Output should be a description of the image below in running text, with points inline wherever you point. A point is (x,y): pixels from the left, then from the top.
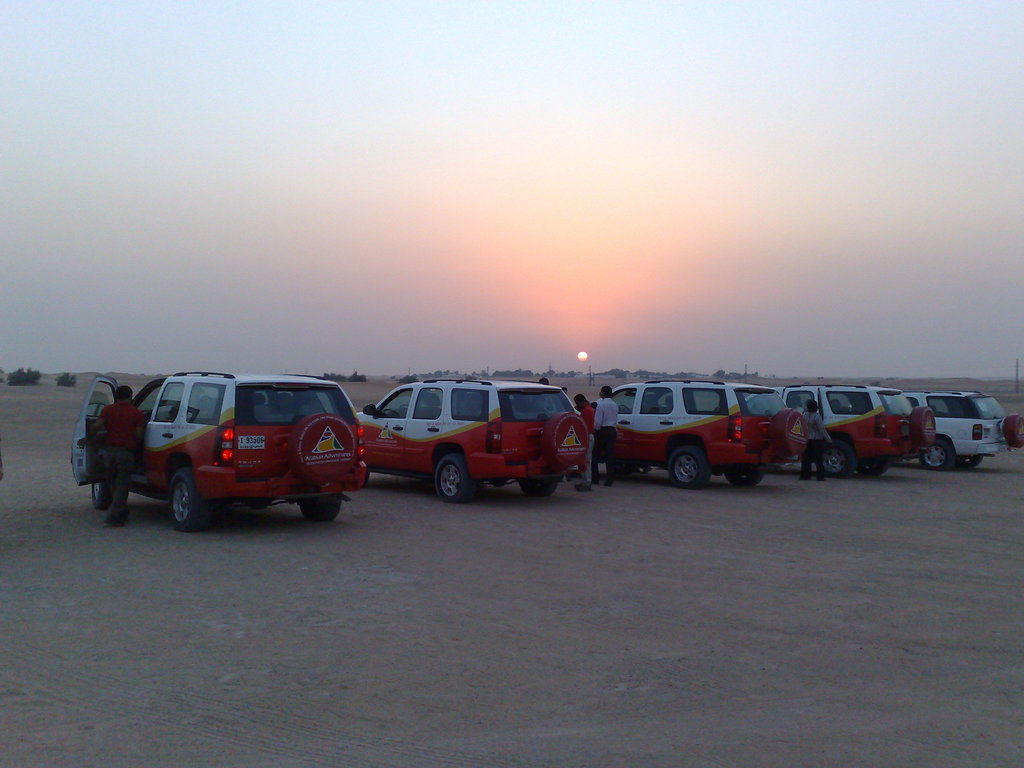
In this image there are vehicles (626,429) and we can see people (140,438). In the background (451,376) there are trees (720,372) and we can see the sun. There is sky (533,139).
